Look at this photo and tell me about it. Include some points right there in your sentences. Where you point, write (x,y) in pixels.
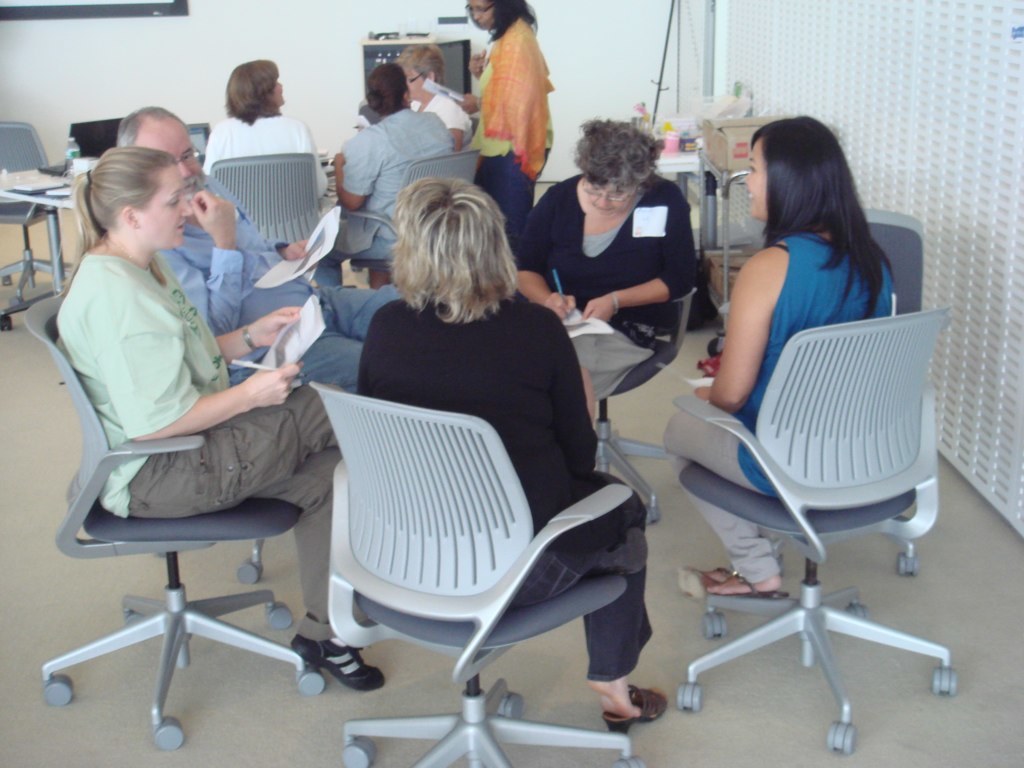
In this picture we can see five people (583,248) sitting on chairs (355,404) four woman (256,389) and one man (337,308), the man (257,262) and woman (220,372) behind him are looking at some papers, the woman (601,250) in the middle (619,281) is writing something, in the background (302,137) we can see four people (422,122), three people (429,115) sitting on chair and one woman (502,54) standing, on the right side (728,134) we can see some box (738,125) and in the background (311,34) we can see a wall (323,30).
